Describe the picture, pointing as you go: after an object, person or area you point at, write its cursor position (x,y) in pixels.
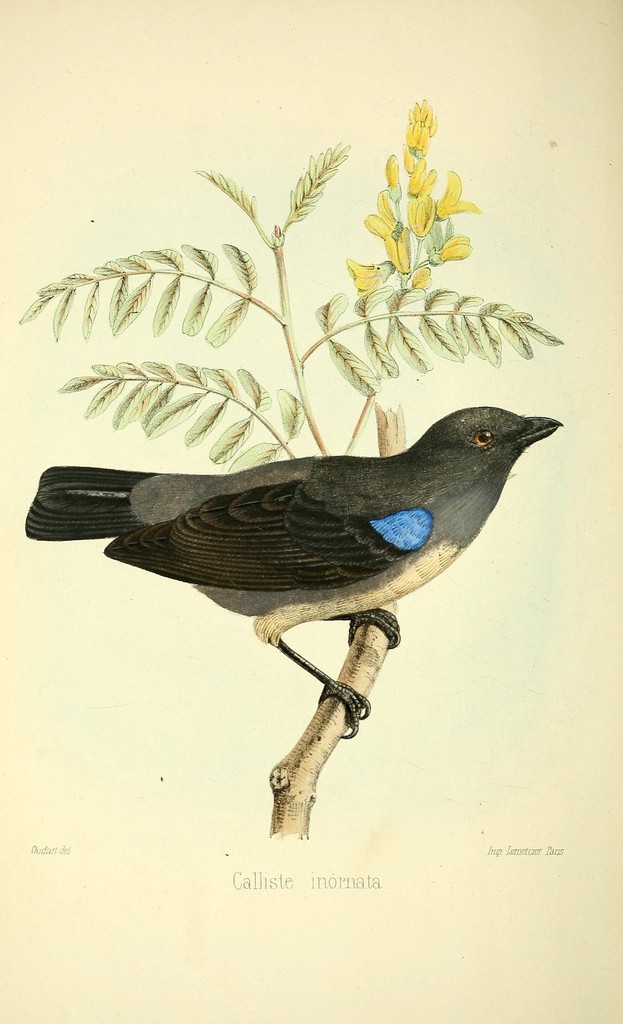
This is a paper (150,173). On that there is a branch (310,730) with leaves (237,322) and yellow flowers (378,220). Also there is a black bird (340,546) is sitting on the branch (344,667). Also something is written on the paper (439,853).
